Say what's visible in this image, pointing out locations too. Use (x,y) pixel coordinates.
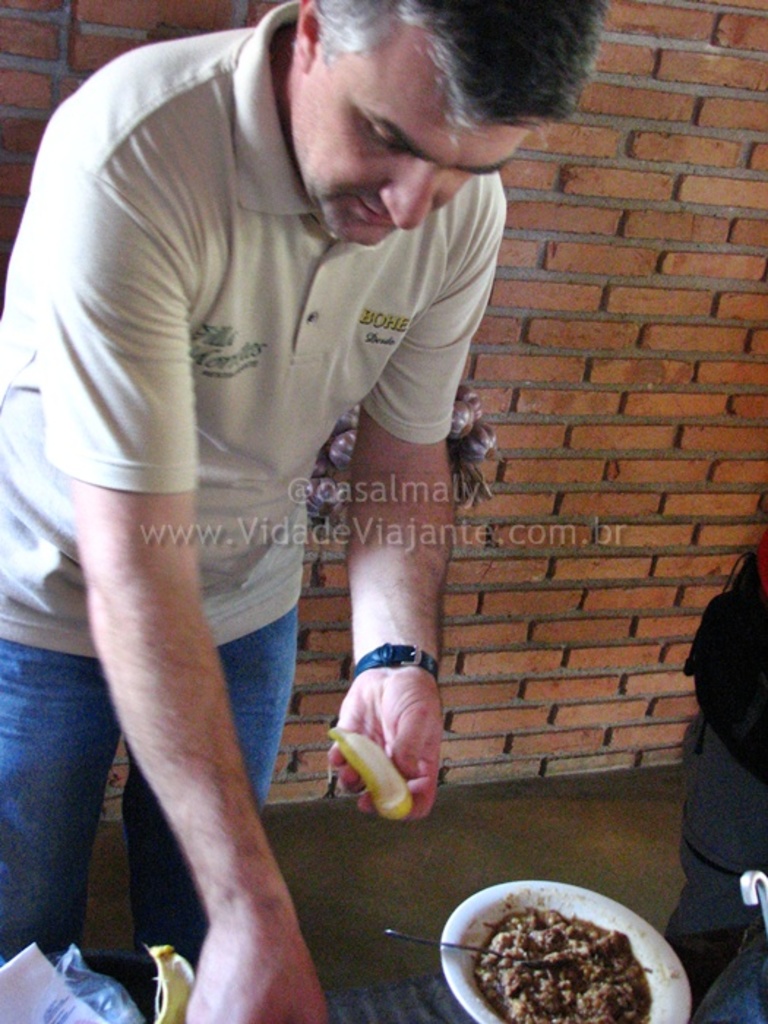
This picture shows a man (374,717) standing and holding a banana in his hand (350,784) and we see a bowl (468,970) and spoon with some food (532,958) in it and we see a napkin (21,955) and a banana peel (156,993) on the table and we see a brick wall (565,242).
